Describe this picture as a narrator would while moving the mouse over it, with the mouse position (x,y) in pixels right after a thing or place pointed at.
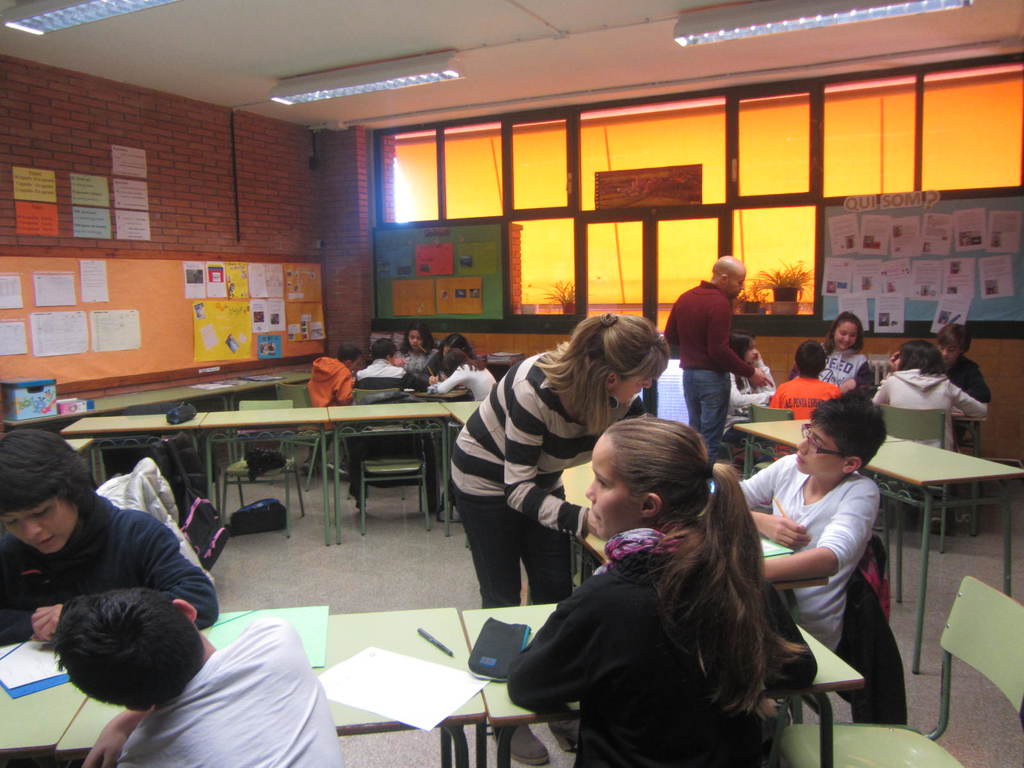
In this image few kids (680,443) are sitting on the chair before the table (468,705). A woman (487,566) is standing near the table (605,535). Behind it there is a boy (825,537) wearing white shirt (846,523) is sitting on the chair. He is holding a pen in his hand (792,529). He is wearing spectacles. A person (713,366) is standing near the kids (782,386) sitting on the chairs (783,409). Beside him there is a table (1005,500) on the floor (244,580). Few bags (186,510) are on the floor (274,537). Left side (47,405) there a box (35,388) and few objects (267,376) are on the table (169,400). Few posters (42,325) are attached to the red brick wall (282,237). Few poster (459,292) are attached to the window (639,282) having few pots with the plants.
